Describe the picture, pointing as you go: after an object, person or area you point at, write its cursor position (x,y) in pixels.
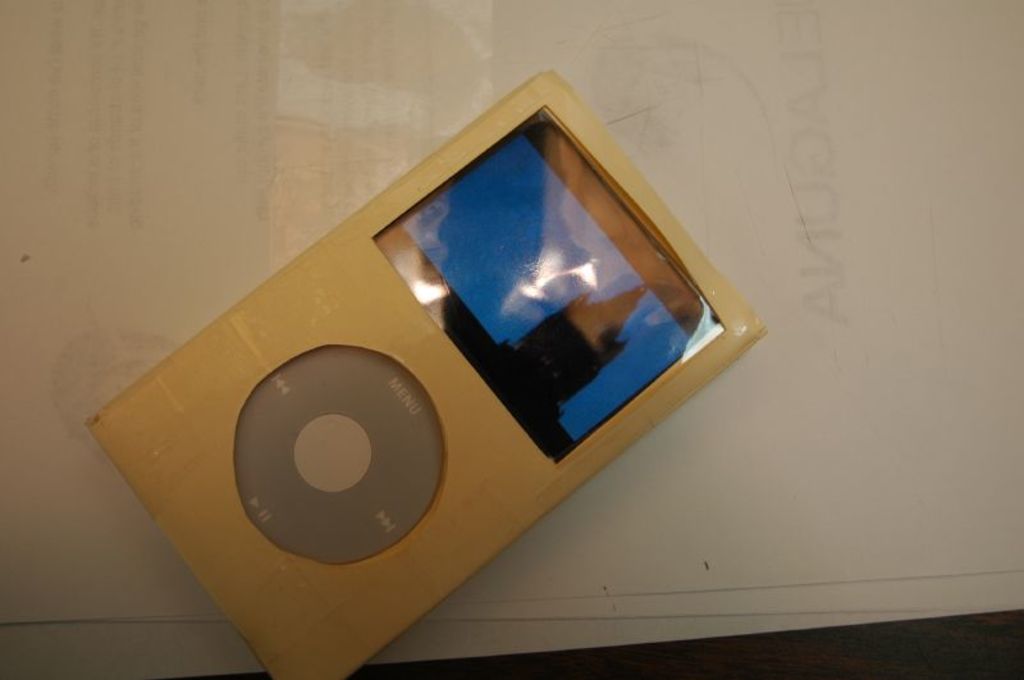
In this image there is an object (504,437) like a remote (609,406) on the white color surface (678,486).
